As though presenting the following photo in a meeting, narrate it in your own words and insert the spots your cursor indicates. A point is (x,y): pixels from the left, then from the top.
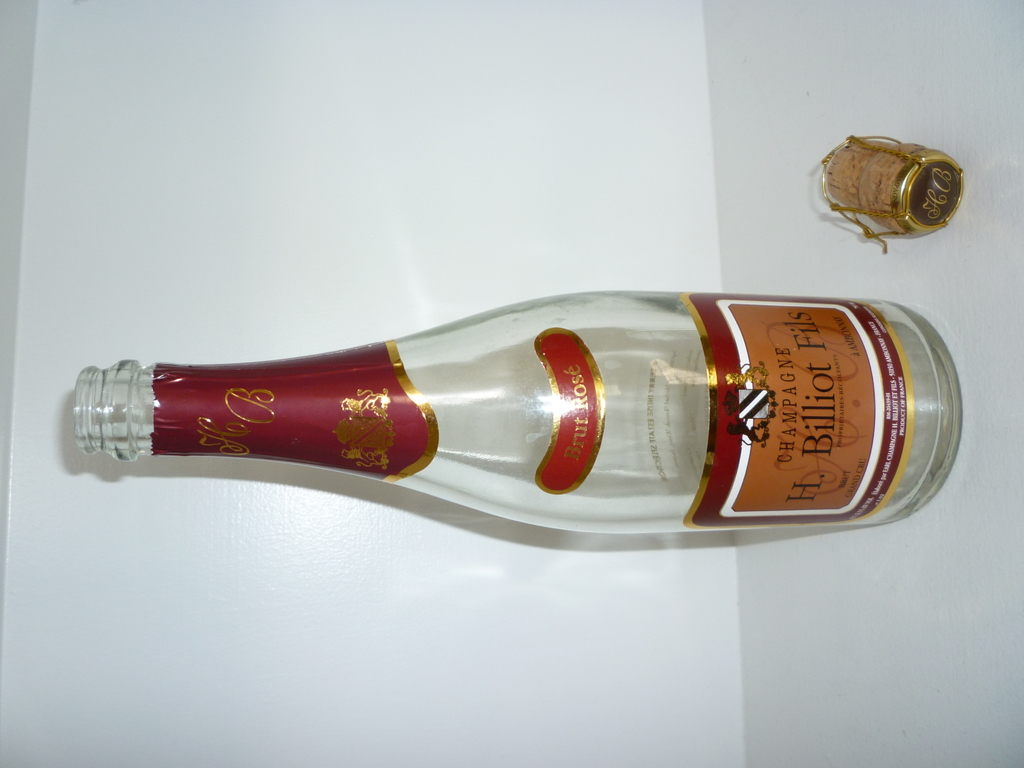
In this image we can see an empty bottle (519,477) with label (765,429) on it and a cork (853,203) beside it.
